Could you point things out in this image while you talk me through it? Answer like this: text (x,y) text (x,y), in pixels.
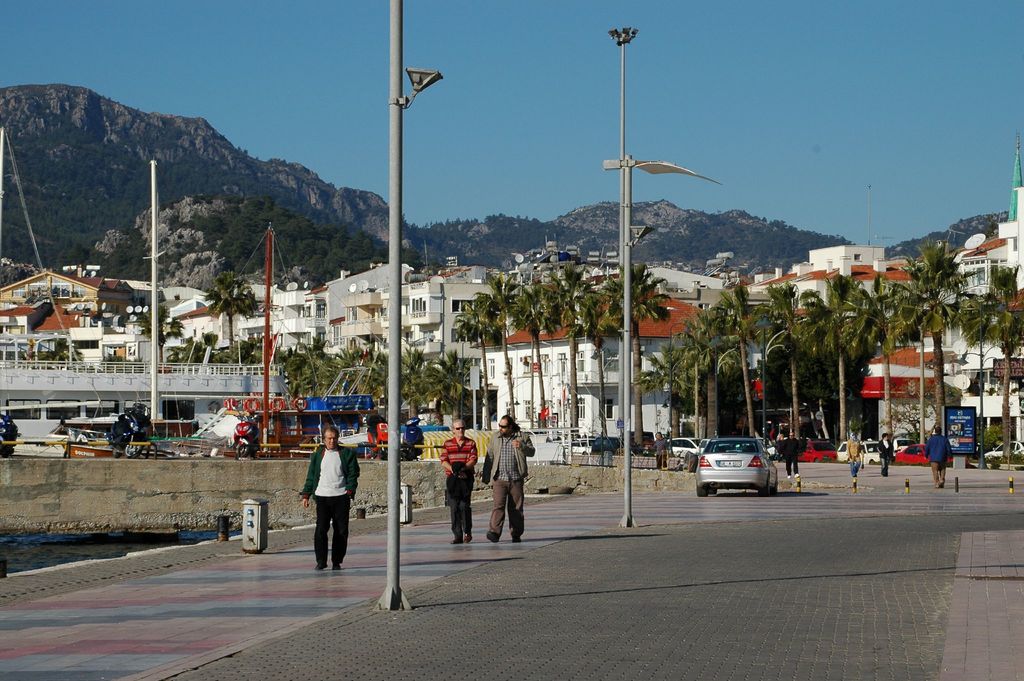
This image consists of few persons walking on the road (820,470). And we can see a car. In the middle (399,378), there are poles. In the background (1004,343), there are many buildings (441,340) and trees (468,336) along with mountains (246,197). At the top (226,66), there is sky (212,56).
